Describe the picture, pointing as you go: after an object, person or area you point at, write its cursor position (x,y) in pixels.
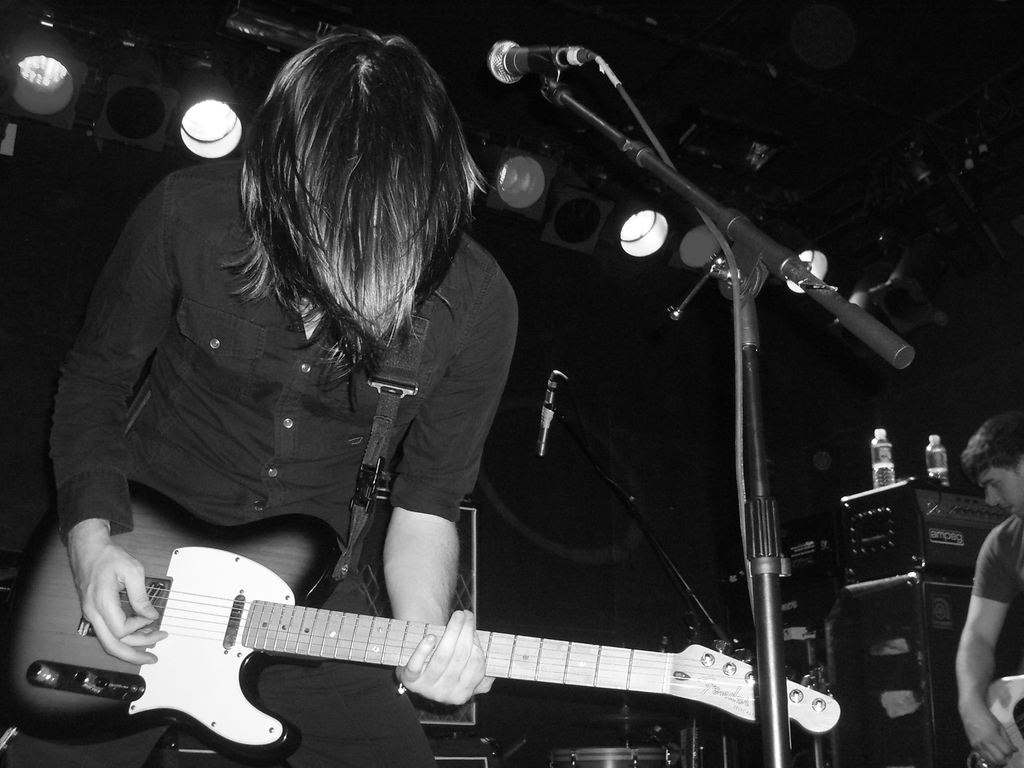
Black and white picture. On top (627,243) there are focusing lights (645,216). This man (370,227) wore shirt (253,471) and playing this guitar (269,598) in-front of mic (495,74). On this boxes (899,571) there are bottles (892,453). Beside this boxes (926,610) there is a person (1003,555).
